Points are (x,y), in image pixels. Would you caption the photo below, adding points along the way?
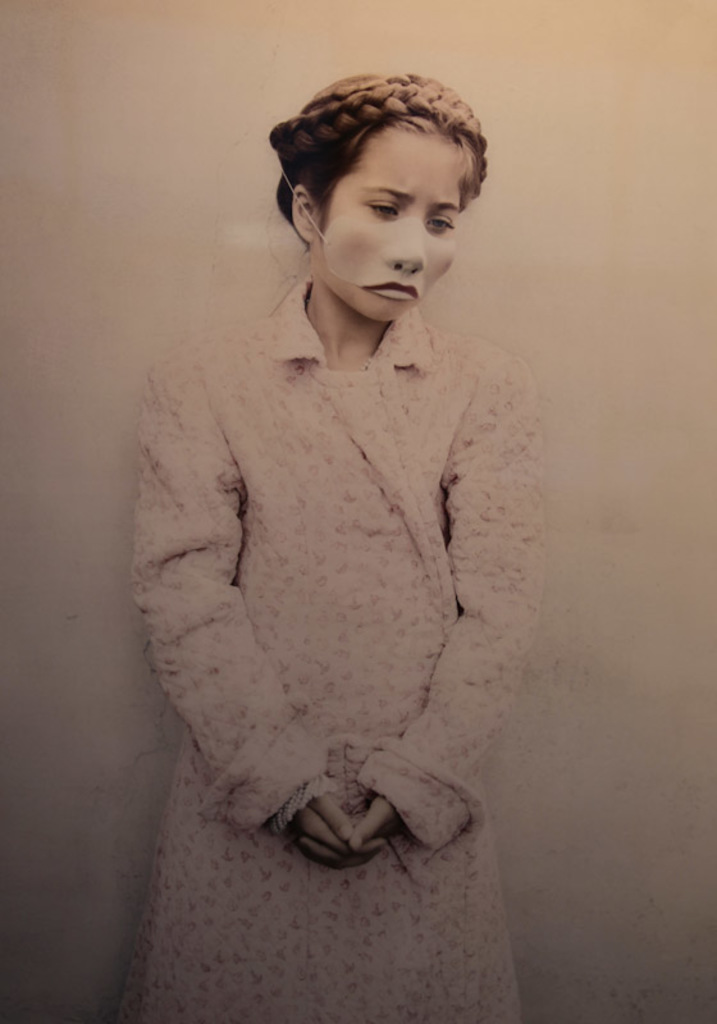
In the foreground of this image (479,505), there is a woman (458,362) standing, wearing a face mask (407,251) near a wall (133,218).
